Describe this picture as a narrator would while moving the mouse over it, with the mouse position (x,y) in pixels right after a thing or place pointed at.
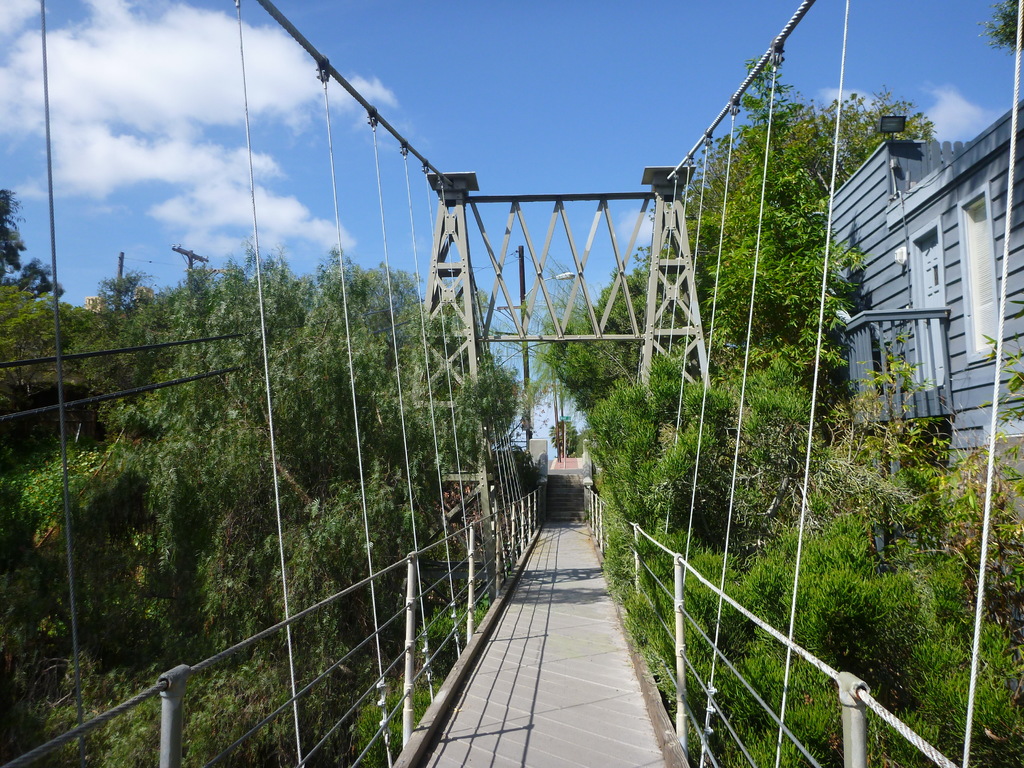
In the image we can see there is a bridge (481,642) in the middle (552,381) and on both the sides there are lot of trees (669,406). Beside the tree (834,352) there is a building (919,336).
